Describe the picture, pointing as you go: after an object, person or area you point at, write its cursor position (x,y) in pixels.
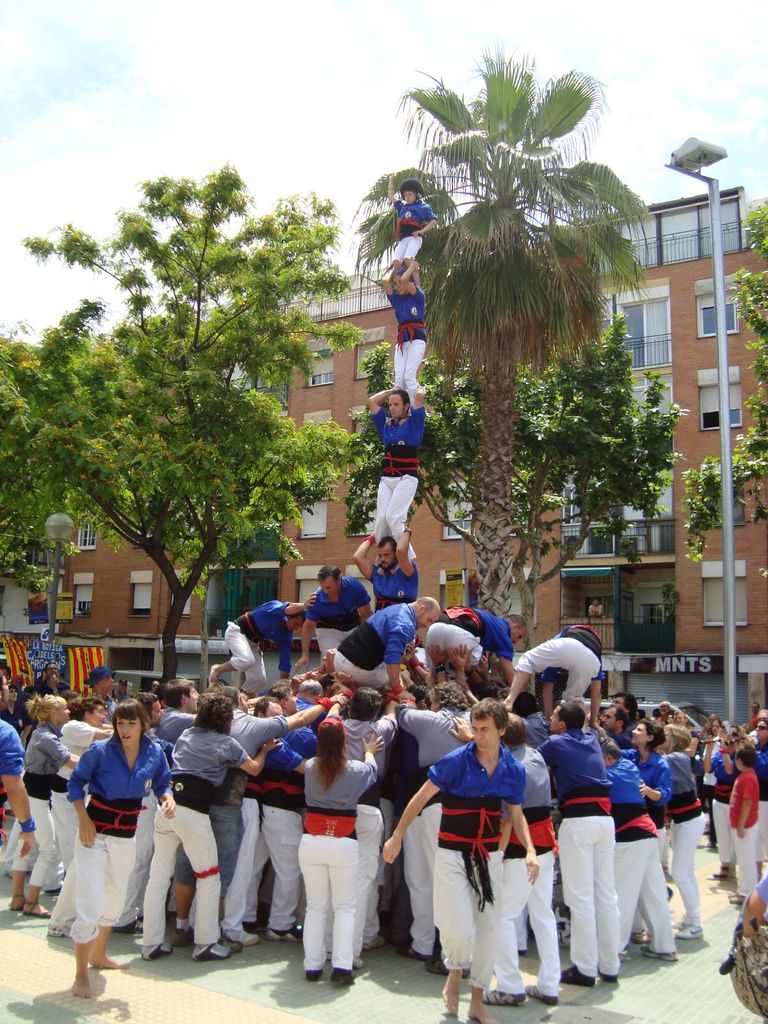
In the image there are many people (276,752), they are performing some stunt and behind them there are trees (311,441) and a building (315,405). There is a light pole (68,528) on the left side (58,555).
